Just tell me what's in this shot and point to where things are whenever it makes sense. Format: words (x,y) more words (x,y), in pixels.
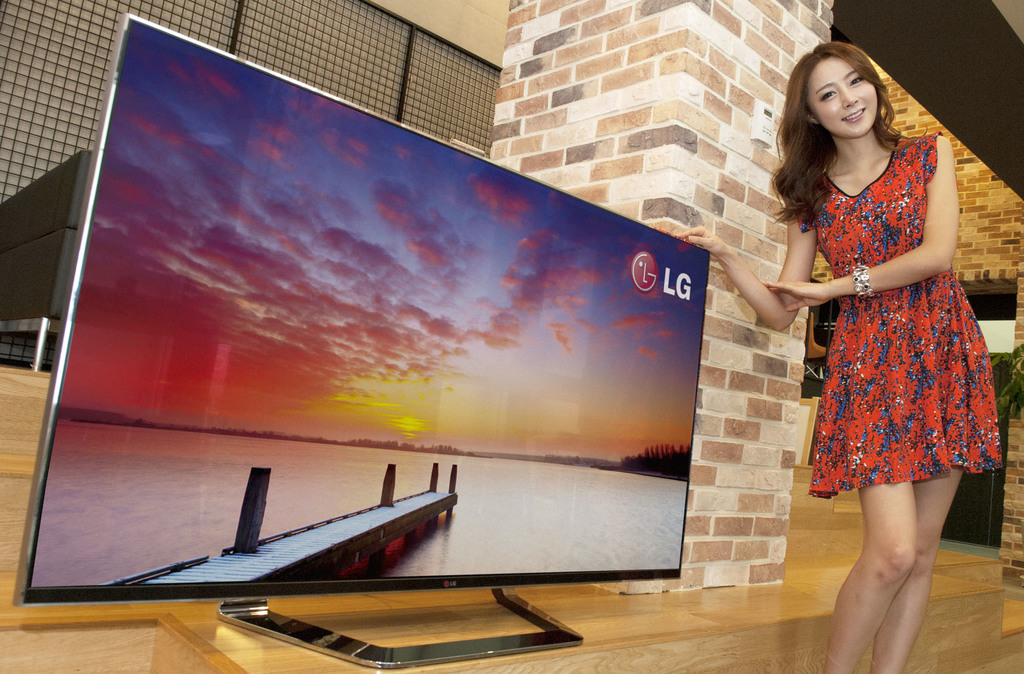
This picture is clicked inside the hall (1001,143). On the right (861,166) there is a woman (864,136) wearing red color frock (894,207), smiling and standing. On the left (155,214) we can see the television (216,400) placed on the wooden object (267,650) and we can see the text (639,271) and the pictures (244,450) of the bridge (355,516), water body (496,469), sky (508,375), trees (663,450) and the pictures (115,458) of some other objects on the display (313,204) of the television (313,362). In the background (615,47) we can see the wall (989,207), pillar (704,158), mesh (385,62), metal rods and some other items (6,284).
